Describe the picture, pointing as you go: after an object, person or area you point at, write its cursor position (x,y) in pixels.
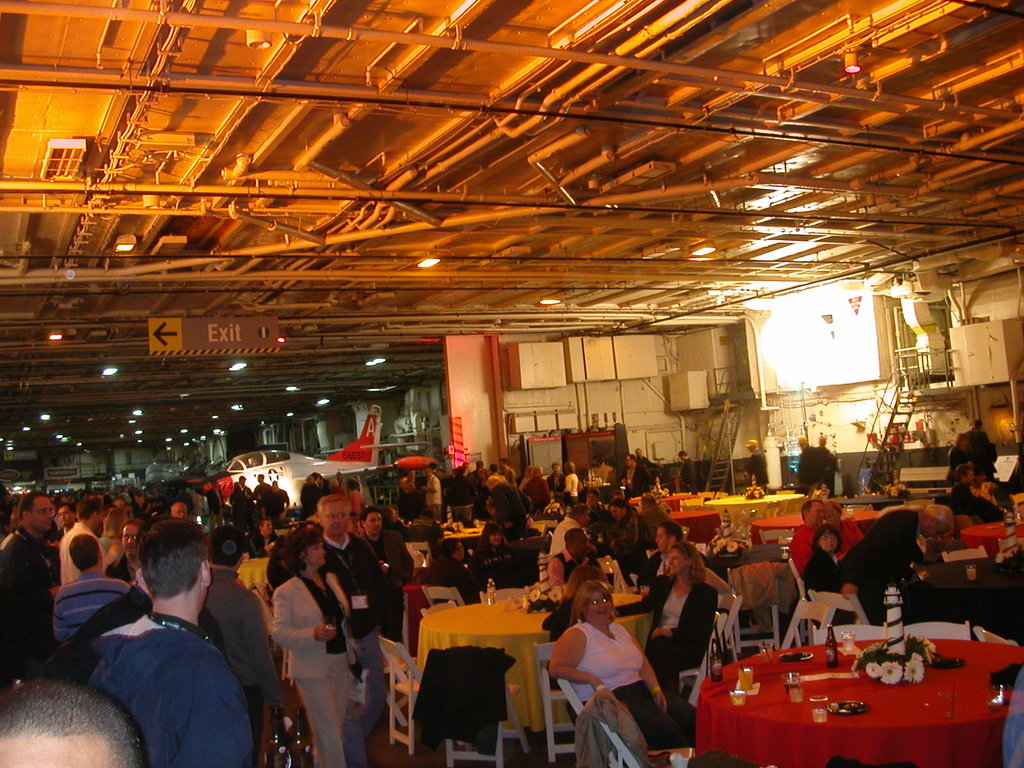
In this image there are group of people (529,466) standing and the background there is table (983,763), chair (548,752), airplane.
